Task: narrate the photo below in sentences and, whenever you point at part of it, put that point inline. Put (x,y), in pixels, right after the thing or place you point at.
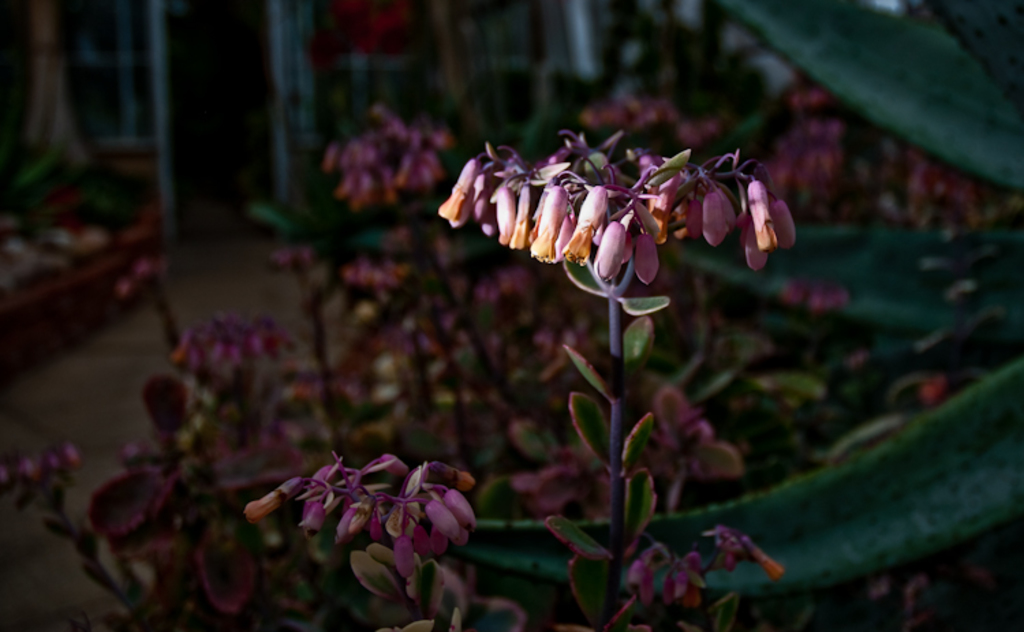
In the image there are beautiful purple flowers (356,506) to the plant (448,381) and on one of the plant (468,179) a bright sunshine (562,226) is falling.
